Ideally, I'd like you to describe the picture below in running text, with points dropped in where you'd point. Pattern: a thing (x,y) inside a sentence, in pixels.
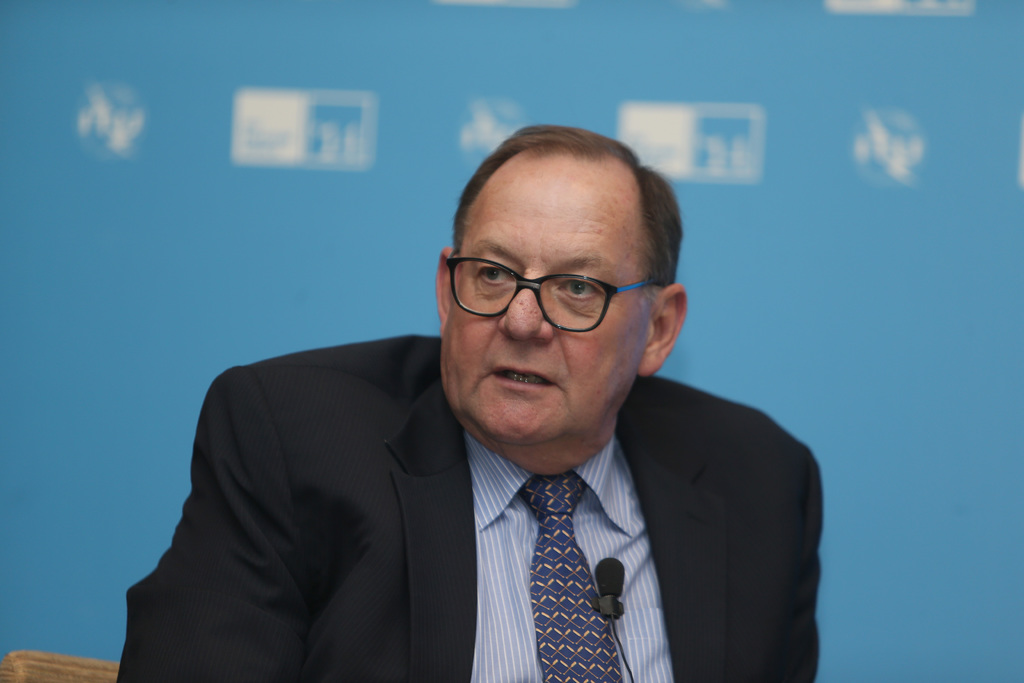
In this image I can see the person (576,461) is wearing blue, white and black color dress (513,536). I can see the mic (618,593) and the background (400,24) is in blue and white color.
